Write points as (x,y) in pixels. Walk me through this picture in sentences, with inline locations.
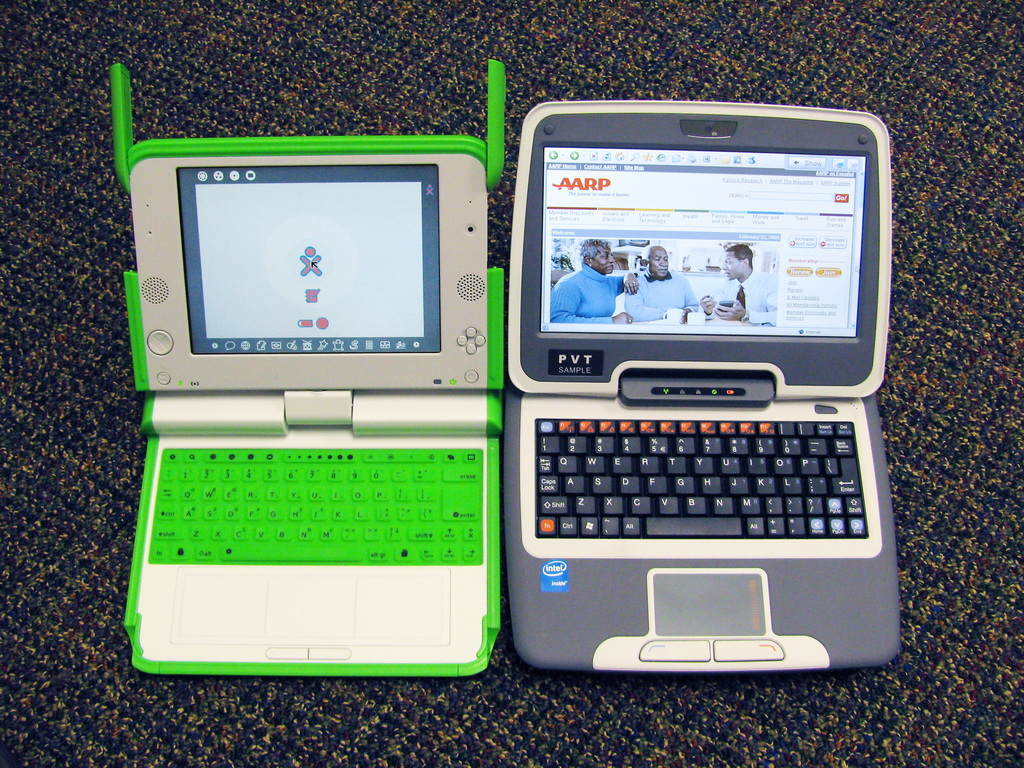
In this picture there are two devices (323,289). On the screen (686,175) of the device (717,236) there are group of people (750,266) and there is a text (753,185). There are keyboards (701,432) on the device (687,411). At the bottom (551,674) there is a mat (549,699).
